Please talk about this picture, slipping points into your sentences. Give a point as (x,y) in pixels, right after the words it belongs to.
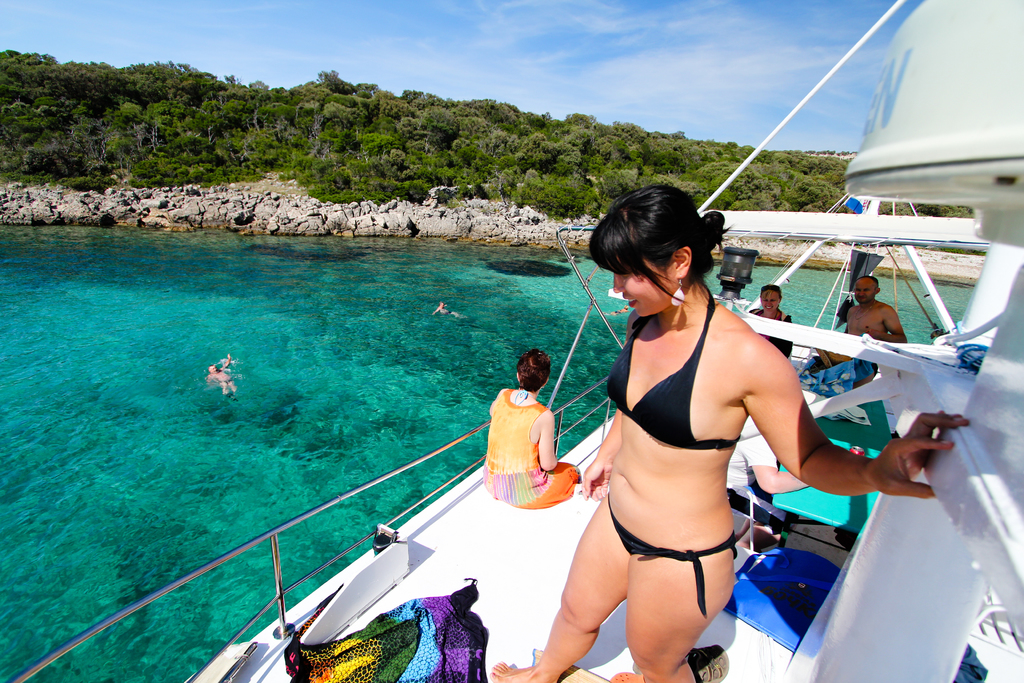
There is a woman (703,328) in black color bikini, standing on the floor (512,523) of a boat (946,128), which is on the water (330,492) of the ocean (313,500). There are other persons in the boat (470,487). There are persons (214,380) swimming in the water (307,400) of the ocean (406,371). In the background (514,229), there are rocks (146,211), there are trees (445,116) and there are clouds (736,71) in the sky (586,91).
